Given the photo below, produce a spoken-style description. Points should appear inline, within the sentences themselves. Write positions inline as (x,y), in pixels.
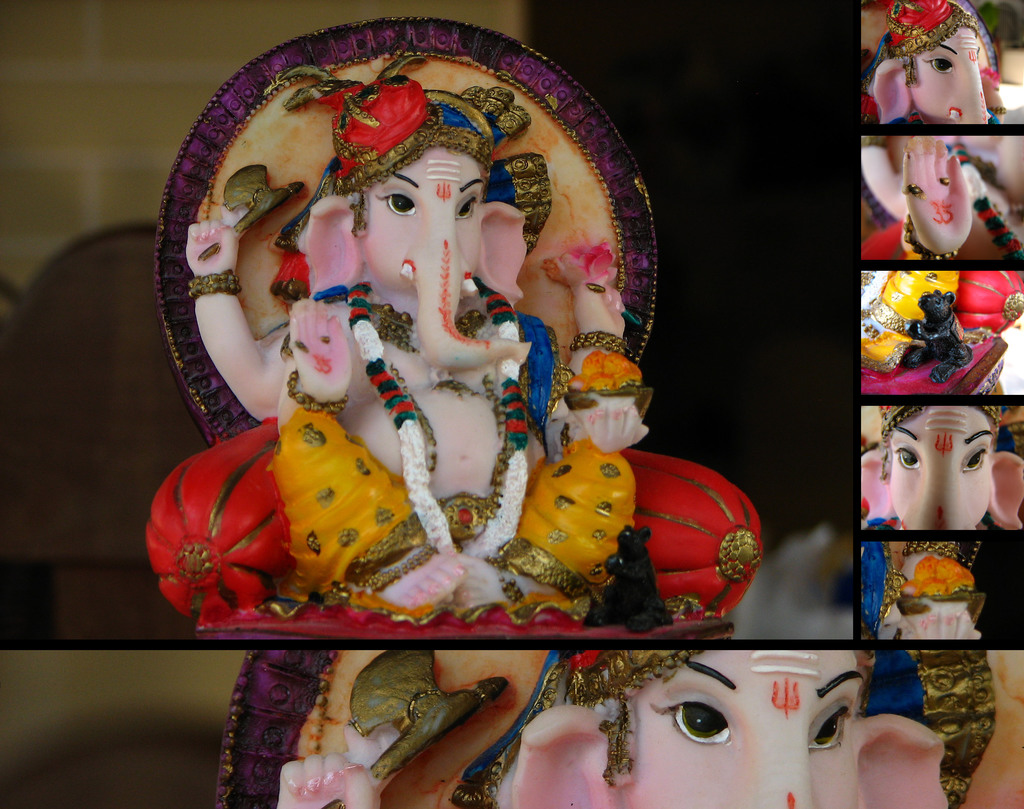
In the image I can see idols (438,377) of god. This image is a collage picture.
